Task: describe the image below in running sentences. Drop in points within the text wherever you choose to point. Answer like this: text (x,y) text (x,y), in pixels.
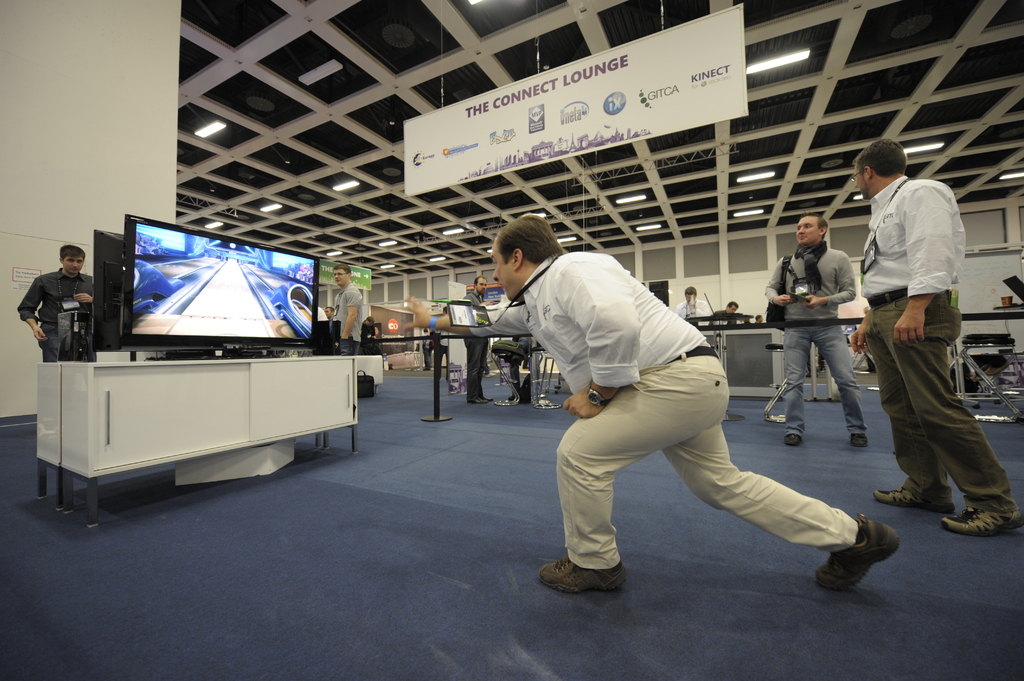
In the picture I can see a person (585,313) wearing white shirt (592,303) and there is a television (299,309) which is placed on a table (218,379) in front of him and there are two persons (906,319) standing in the right corner (934,297) and there is another television (99,261) which has a person (49,288) standing in front of it in the left corner (50,307) and there are few other people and some other objects (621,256) in the background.
